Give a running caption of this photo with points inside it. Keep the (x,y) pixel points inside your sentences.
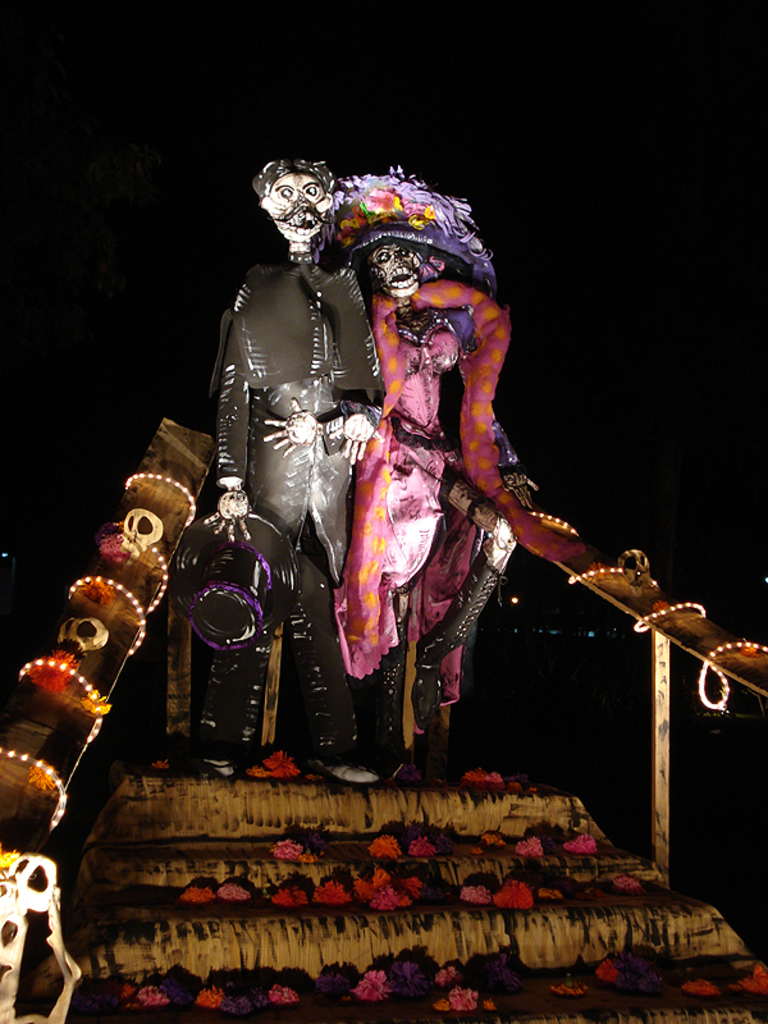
In this image there are two skeletons (295,322) standing on the steps (297,792). There are wooden sticks (47,696) on either side of them. There are flowers (443,840) on the steps (217,954).
